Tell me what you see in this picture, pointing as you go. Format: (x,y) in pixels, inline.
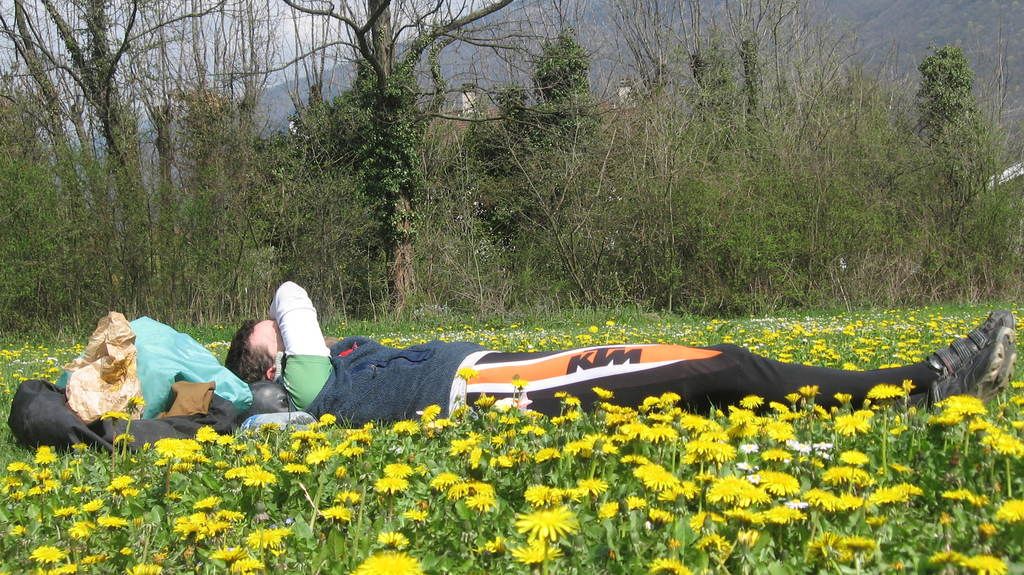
In this picture I can see trees (399,68) and few plants (509,421) with flowers (684,414) and I can see a man (331,356) lying and few clothes (124,421) on the left side (298,298). I can see a hill (906,15) and a cloudy sky (280,57) in the back (48,14).
